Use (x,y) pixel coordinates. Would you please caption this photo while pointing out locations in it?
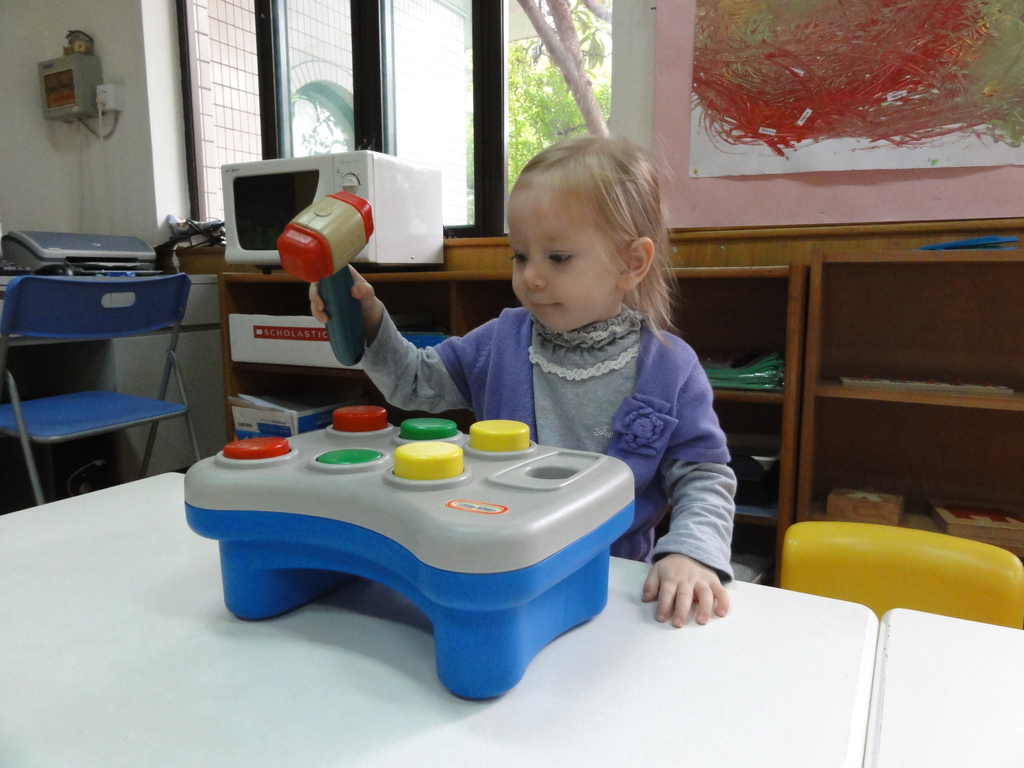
As we can see in the image, there is a girl (612,405) wearing purple and cream color dress (527,377). She is holding hammer (342,250) in her hand (314,290). In front of her there is a white color table (487,765). On the left (58,441) there is blue color chair (92,416) and in the background (289,87) there is a window (272,85) and white color wall (144,88).
